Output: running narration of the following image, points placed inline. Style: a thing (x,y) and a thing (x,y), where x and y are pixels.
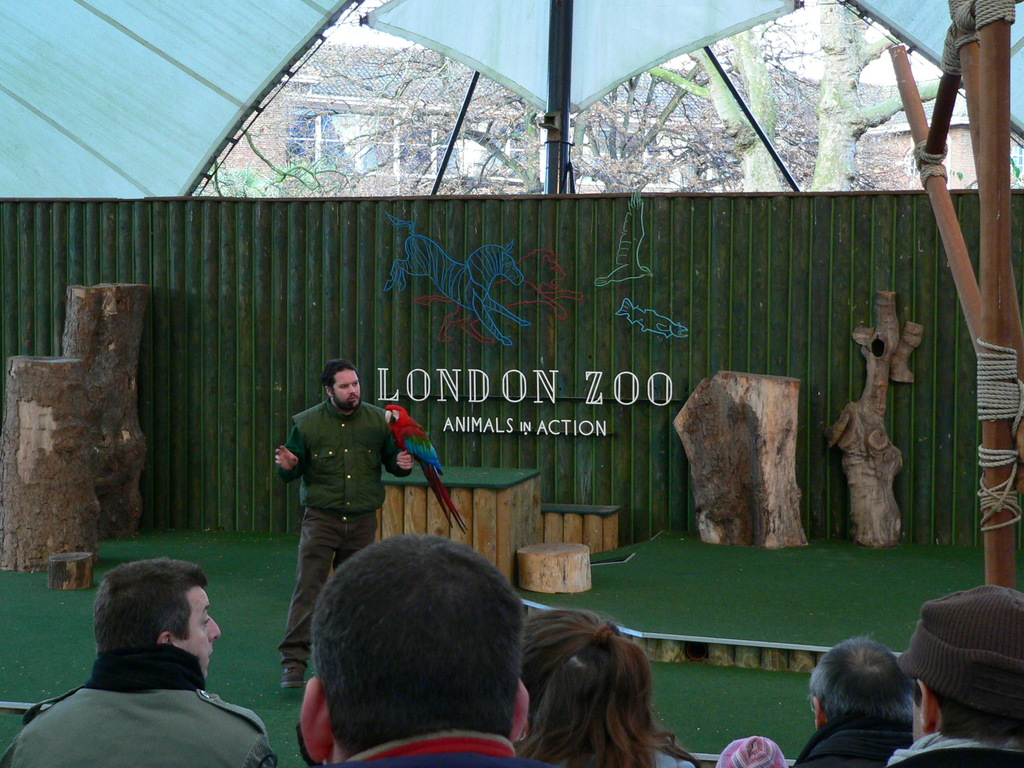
This is an inside view of a shed (270,430) and here we can see a person (334,472) standing and holding a bird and we can see logs (767,497), people (387,584) and there is some text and some images (513,287) on the board (764,306). On the right (979,378), there is a stand (974,322) and we can see ropes (980,387) tied to it. In the background (477,108), there are trees (705,104) and buildings (285,121) and at the top (189,77), there is a roof (138,63).
